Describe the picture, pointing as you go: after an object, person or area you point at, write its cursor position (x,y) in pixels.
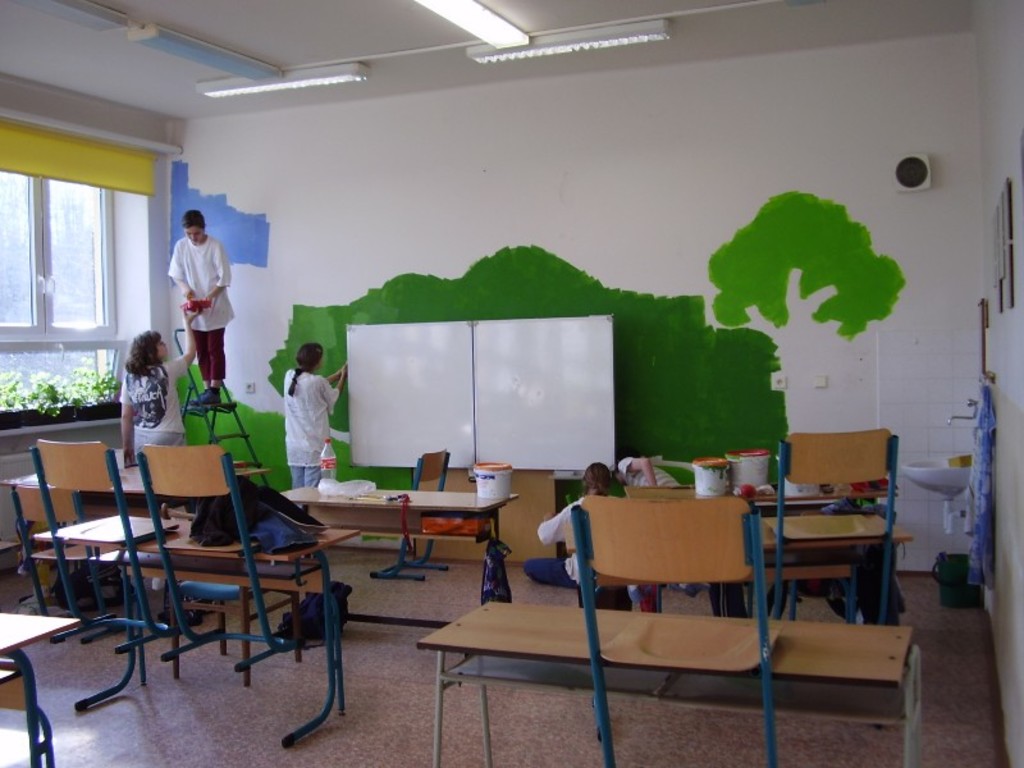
this is an indoor picture. On the background of the picture (445,194) we can see a wall (422,168) and here we can see one woman (309,387) standing and painting. Here we can see one woman (213,373) standing on a ladder (231,400). This is a window (77,278). This is a light (461,17) and ceiling (341,19). This is a floor (319,689). Here we can see few benches (848,649) and chairs (729,647) on the floor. Here we can see two person (668,480) working something. At the right side of the picture (946,533) we can see a wash basin (949,475) with tap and a towel (980,486).
